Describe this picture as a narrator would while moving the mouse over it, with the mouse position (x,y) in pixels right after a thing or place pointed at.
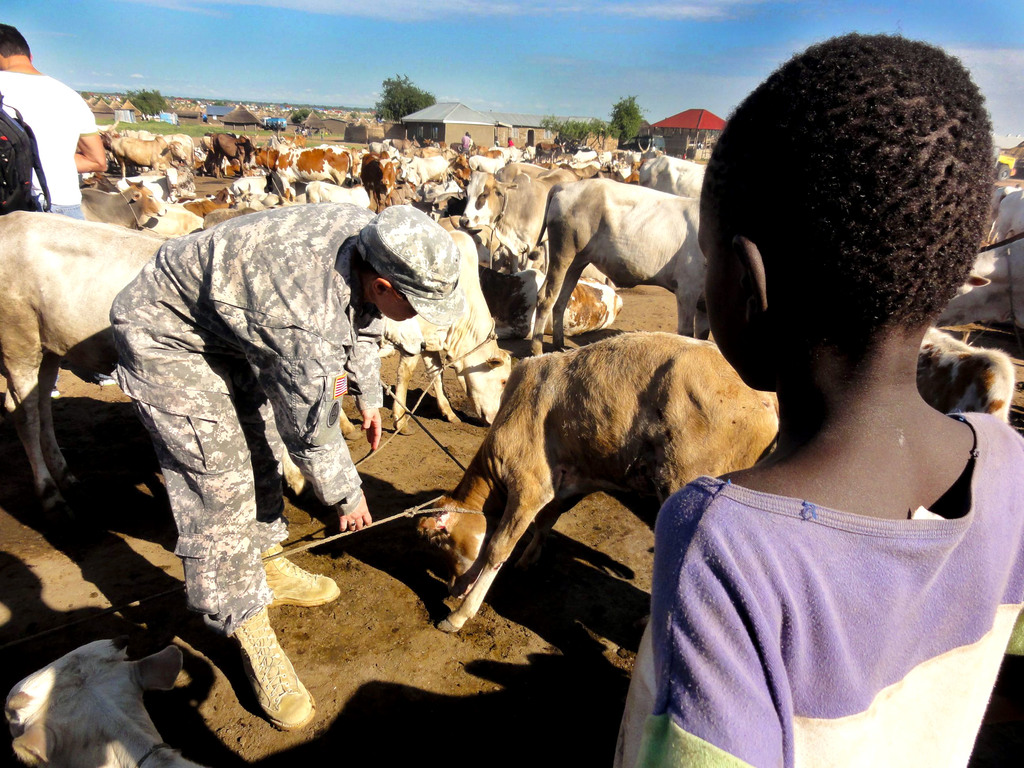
In this picture we can observe humans (721,211) and animals (136,265) on the ground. There are some cows (560,245) and calves (549,465) in this picture. In the background (459,132) there are houses (538,127) and trees (412,105). There is a sky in the background (427,55).
